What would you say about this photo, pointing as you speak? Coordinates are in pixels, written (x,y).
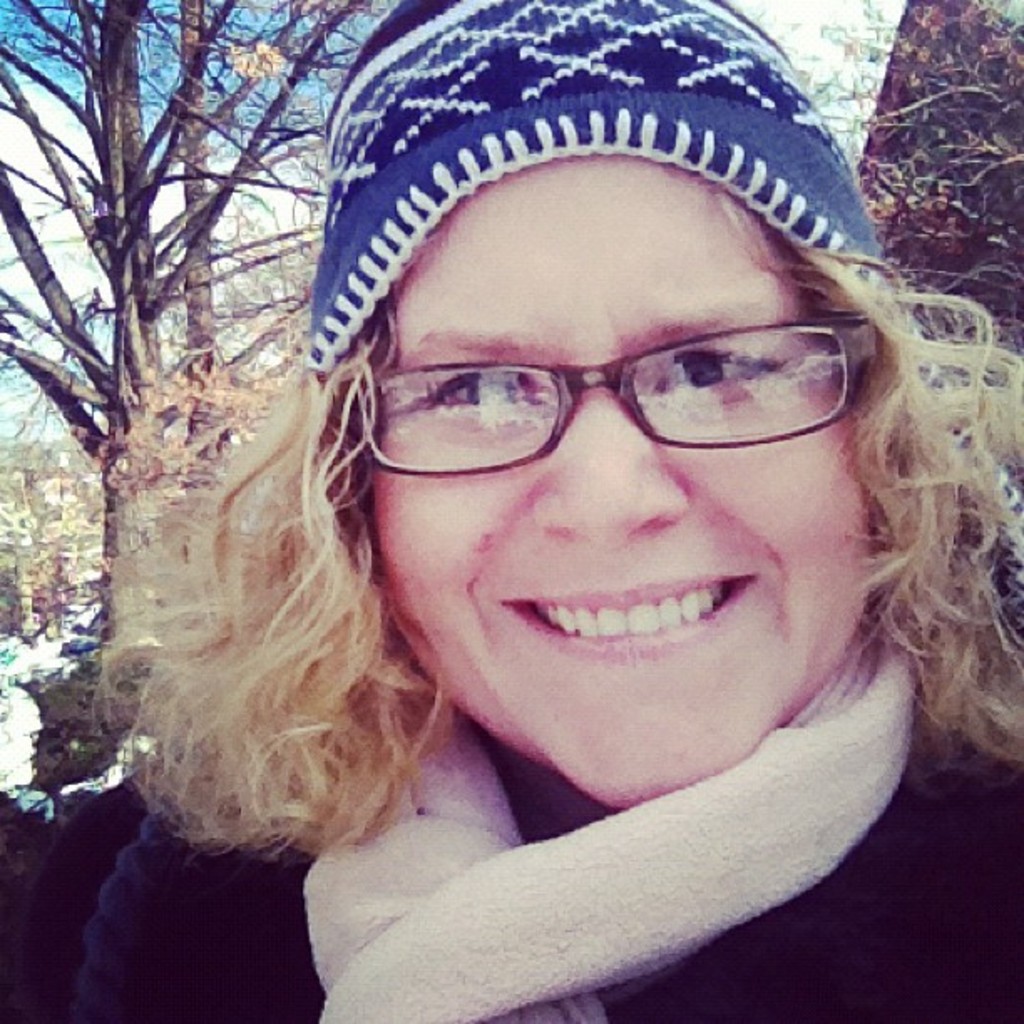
In this image, we can see a lady (444,410) wearing glasses (527,438), a cap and a scarf (659,889). In the background (946,272), there are trees (129,371).
